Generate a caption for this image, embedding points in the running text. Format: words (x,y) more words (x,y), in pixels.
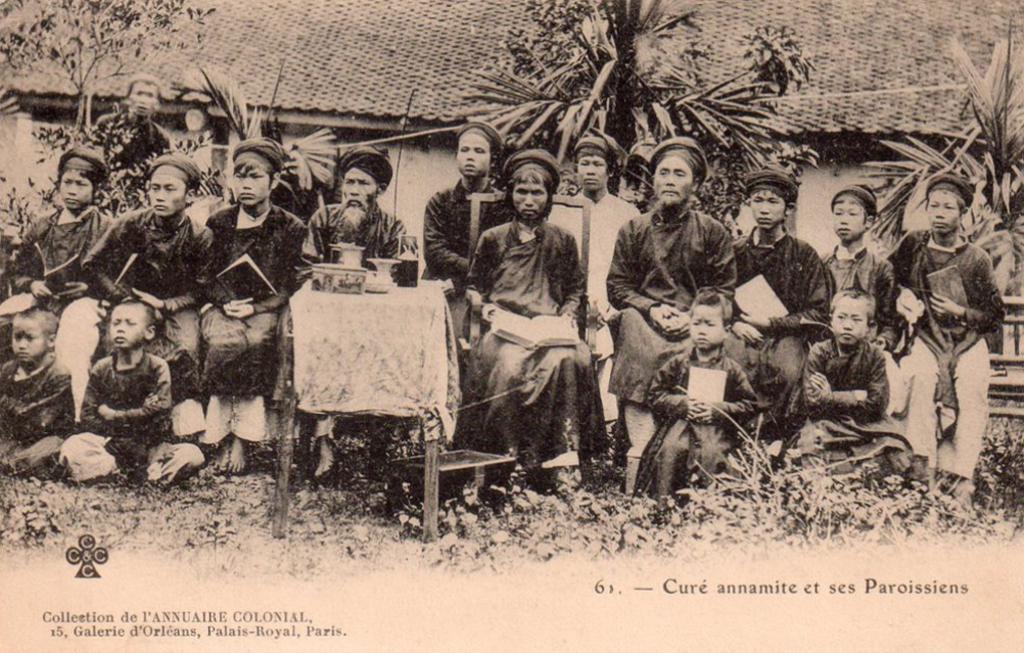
The picture is very old. In the center (649,224) there are people (437,201) sitting on the chairs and holding books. Before them there is a table (303,296). On the table (359,308), there are jars (385,276) and boxes (399,271). At the bottom (604,515) there are plants (308,532) and some text (332,633). In the background (462,71) there is a house (172,54) and trees (723,112).
